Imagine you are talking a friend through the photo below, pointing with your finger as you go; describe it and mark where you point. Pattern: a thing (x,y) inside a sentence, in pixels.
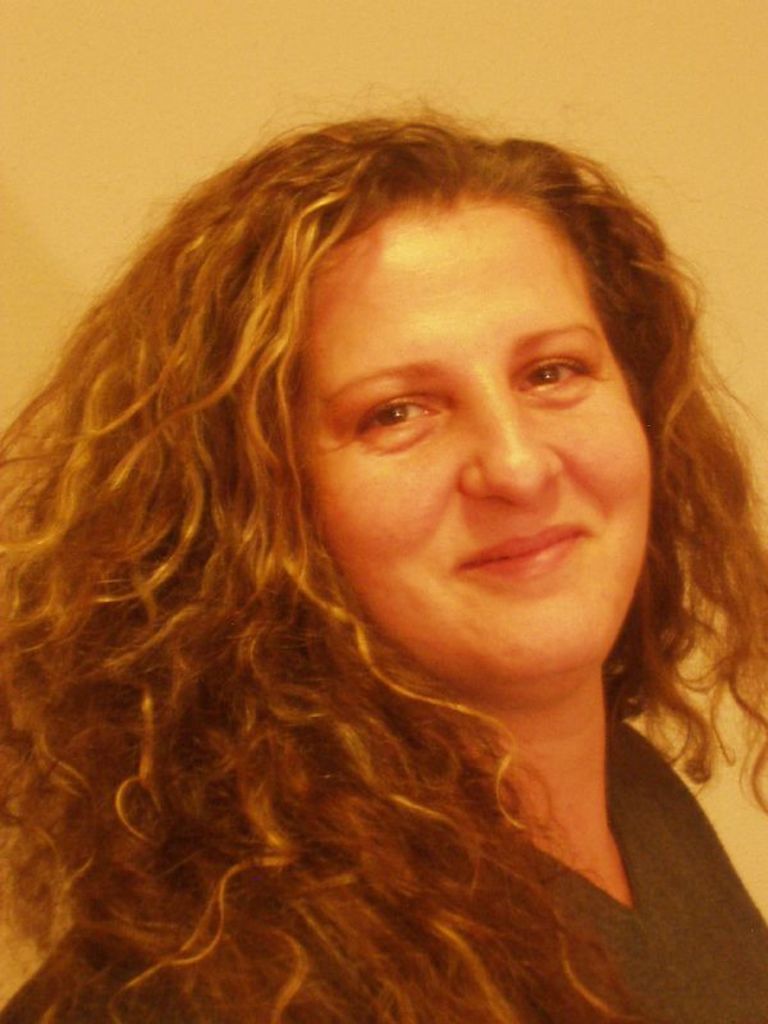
In the image there is a woman (421,358), she is smiling and the background of the woman (682,403) is plain.
